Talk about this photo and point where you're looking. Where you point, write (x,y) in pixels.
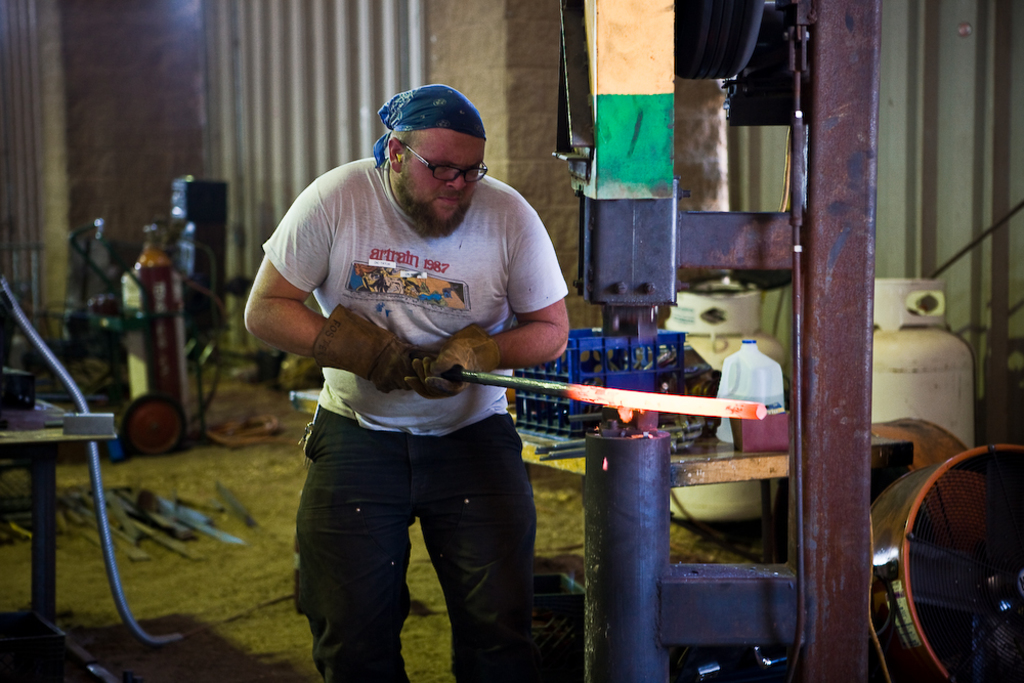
In the center of the image (390,285) there is a person (368,357) standing with iron bar (740,411). On the left side of the image (78,266) there are some equipments (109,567) and tools (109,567). On the right side of the image (836,39) there is a machine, table (731,473) and some objects (707,379). In the background (536,76) there is a wall (333,82).
